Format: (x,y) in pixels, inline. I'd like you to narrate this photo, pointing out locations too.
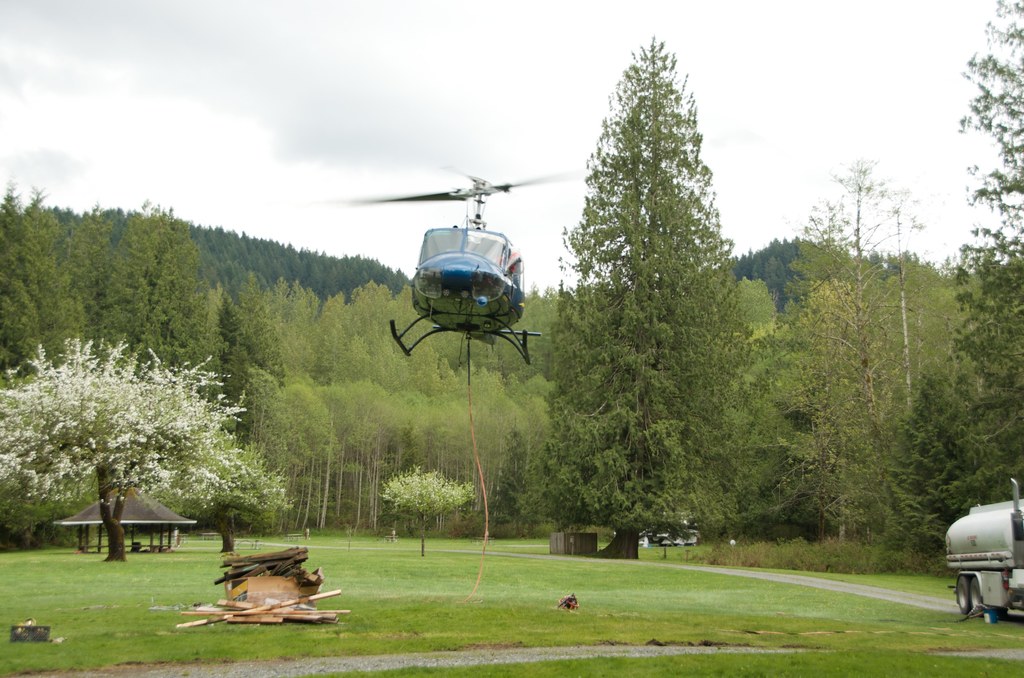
In this image I can see an aircraft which is in blue color. Background (792,450) I can see trees (541,450) in green color and sky (327,107) in white color.
